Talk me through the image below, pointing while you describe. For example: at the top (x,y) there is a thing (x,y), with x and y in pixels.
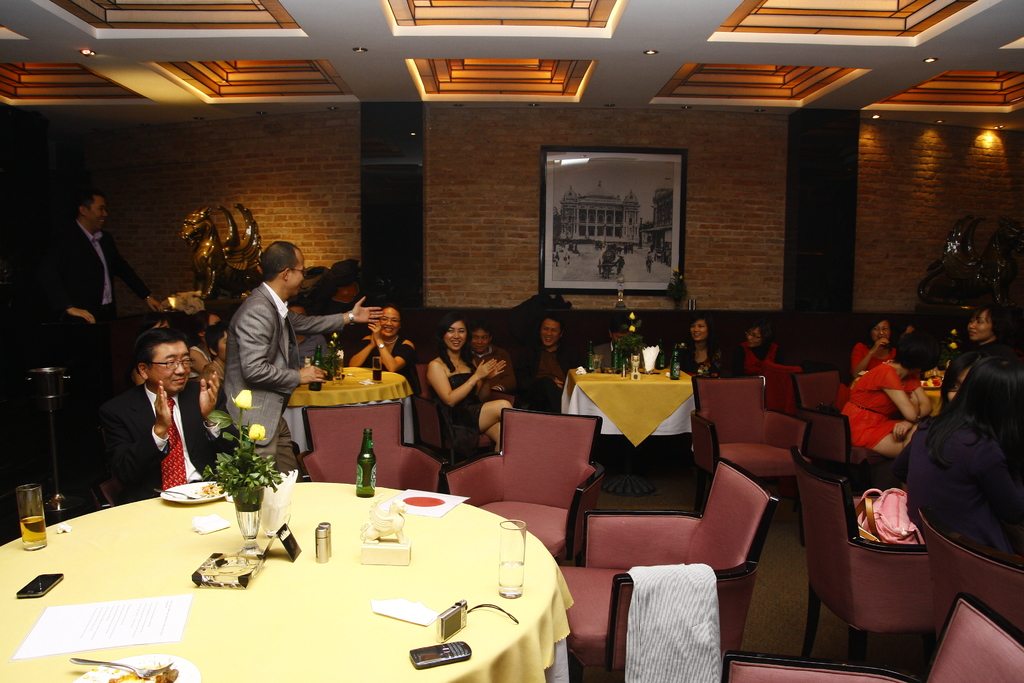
In this picture we can see a group of people (751,371) are sitting on the chairs (762,385), and in front (397,563) here is the table (421,549) and wine bottle (361,488) and some objects (96,611) on it, and here is the wall (431,154) and photo frame (562,234) on it, and at above here is the roof (374,12).
